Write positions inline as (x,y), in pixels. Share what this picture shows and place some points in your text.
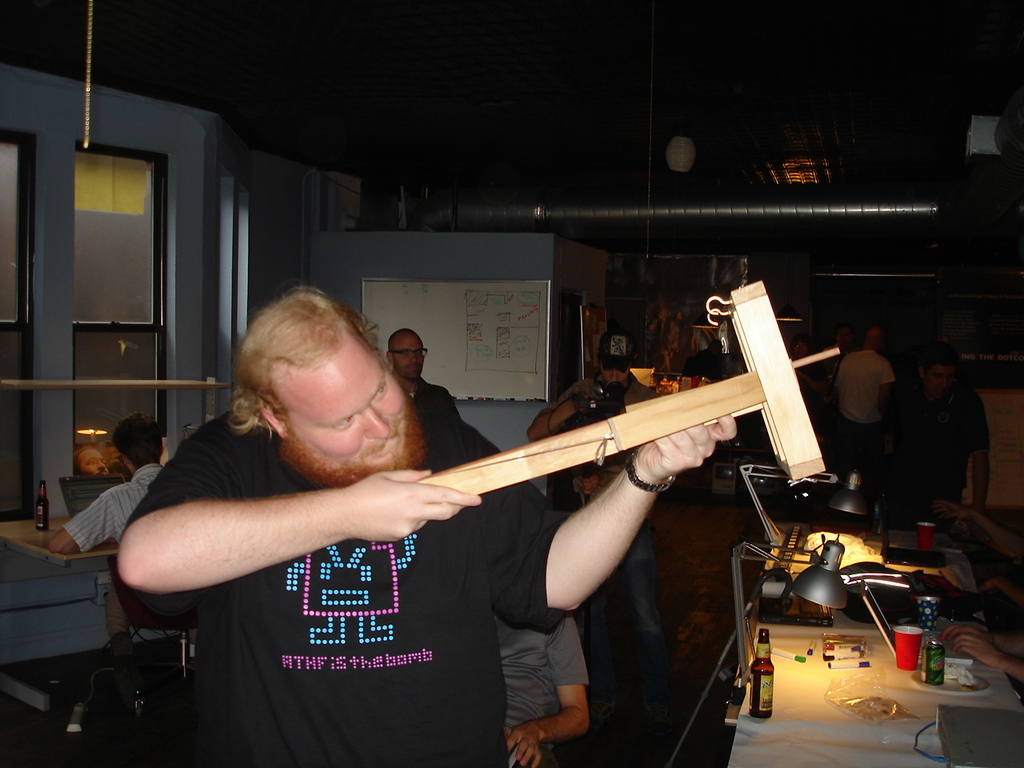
In this picture I can see a man (623,516) standing and holding an object (697,398), and in the background (989,650) there are group of people (888,477), there are bottles (754,690), table lamps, glasses (925,538), laptops (925,553), tins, markers (826,659) and some other items (964,668) on the tables (805,680), a board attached to the wall (594,272), there is a light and some other items (909,580).
